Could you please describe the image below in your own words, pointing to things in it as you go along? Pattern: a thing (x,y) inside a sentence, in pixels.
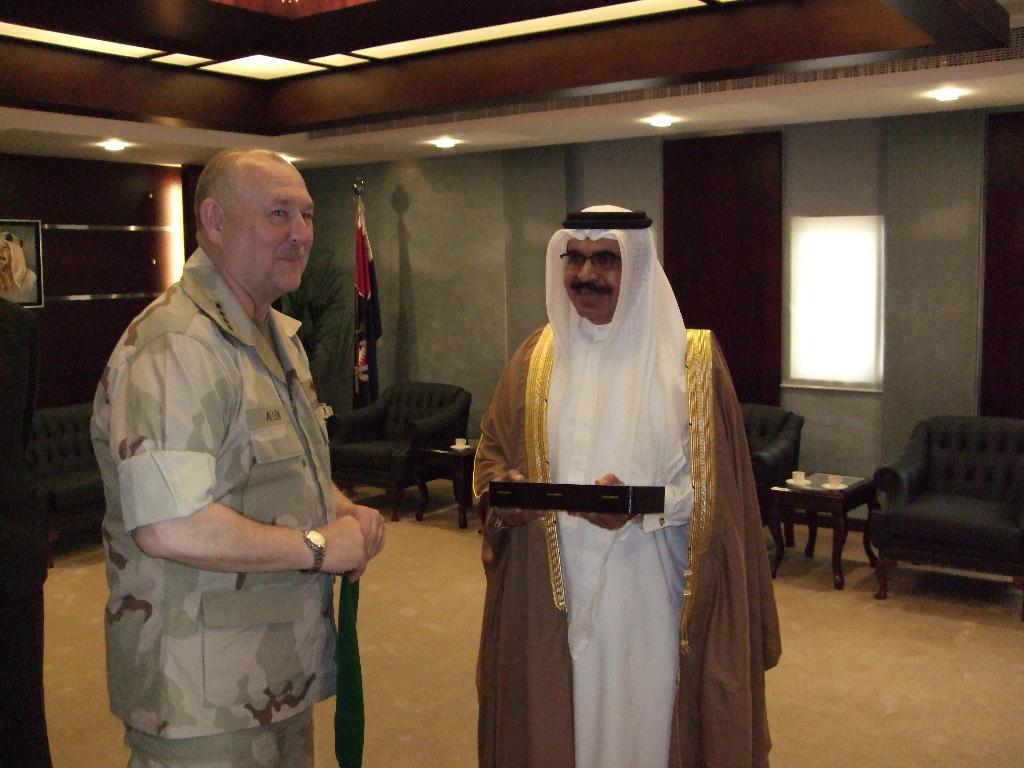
These two persons (170,433) standing. This person (663,755) holding box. This is floor (897,656). We can see chairs (70,422) and table (822,489). On the table (821,491) we can see glass (835,485) and saucer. On the background (524,226) we can see wall (439,257), flag (363,258), frame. On the top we can see lights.
